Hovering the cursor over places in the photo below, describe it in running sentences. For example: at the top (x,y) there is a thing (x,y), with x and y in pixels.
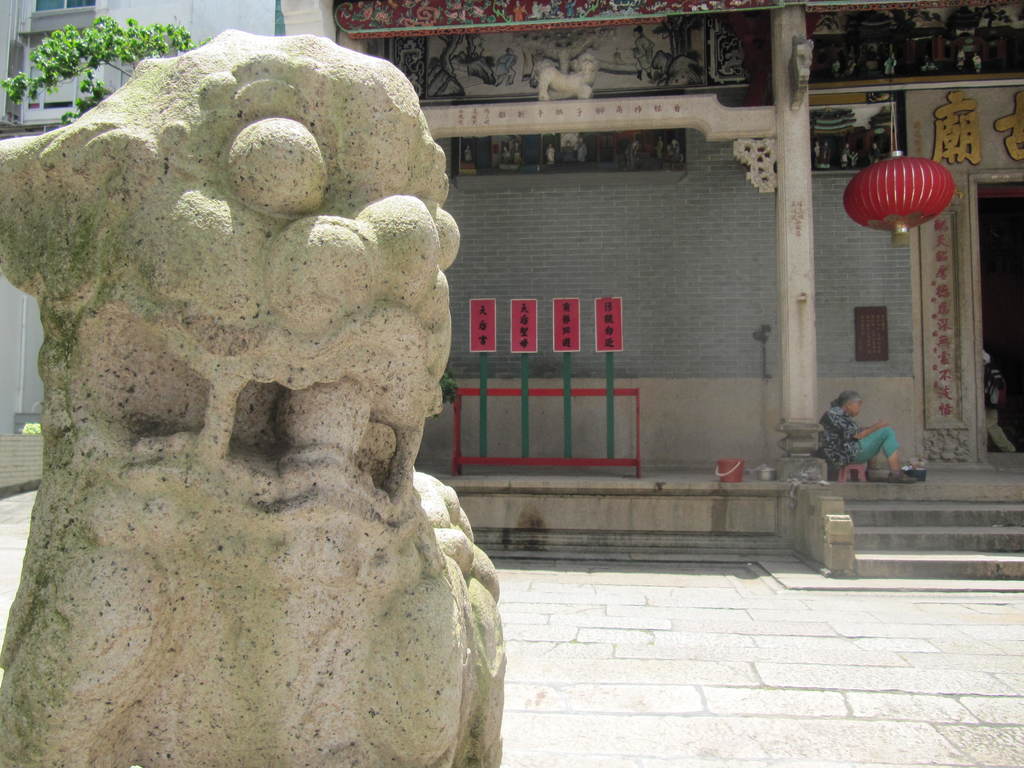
In this image there is a sculpture (359,185), there is a pillar (780,224), there is a woman (863,441) sitting, there is a bucket (741,475) and a container (762,474) on the ground (665,479), there are boards (562,337), there is text (570,312) on the boards (537,324), there are staircase (944,530) towards the right of the image (925,556), there is an object (895,189) that looks like a paper lantern (892,196) is hanging, there is a wall (665,234), there is text (956,138) on the wall (989,115), there is a tree (124,48), there are windows (71,6).
